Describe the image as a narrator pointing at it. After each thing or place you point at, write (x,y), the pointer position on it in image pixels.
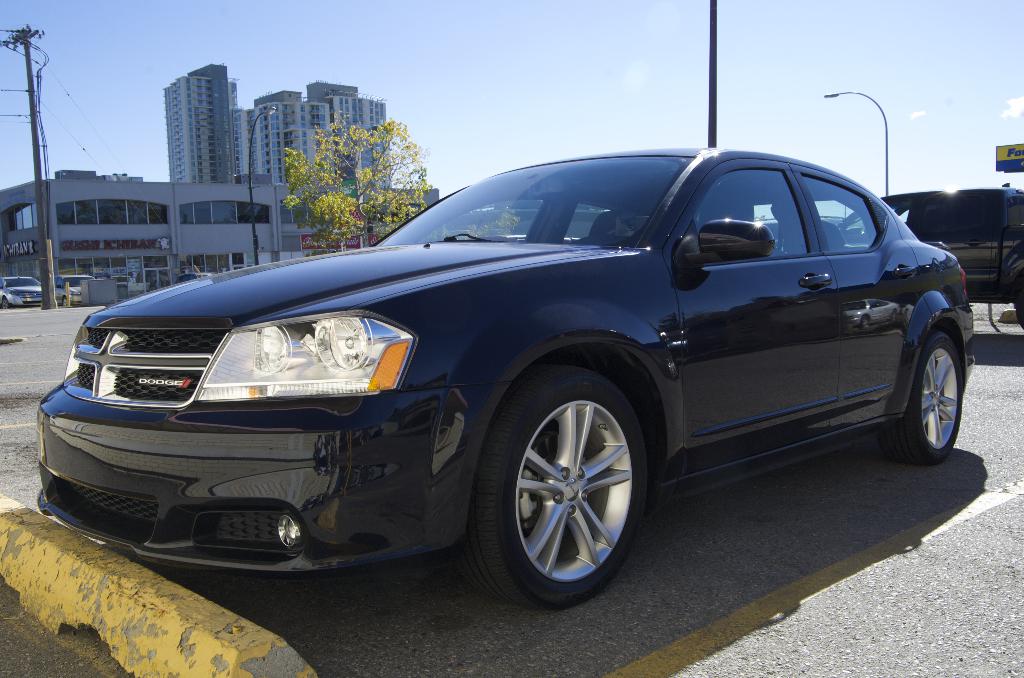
This image is taken outdoors. At the bottom of the image (438,621) there is a road (832,499). In the middle of the image (344,253) a car (579,173) is parked on the road (1001,330). On the right side of the image (997,252) there is a board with a text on it and a car (965,243) is parked on the road (1012,338). There is a street light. At the top of the image (678,63) there is a sky (635,65) with clouds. On the left side of the image (255,118) a few cars (74,298) are parked on the road (49,328) and there are two poles (23,43) and a few buildings (215,201) with walls (168,217), windows (184,218), roofs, doors (153,284) and a few boards (72,242) with text (140,242) on them.
